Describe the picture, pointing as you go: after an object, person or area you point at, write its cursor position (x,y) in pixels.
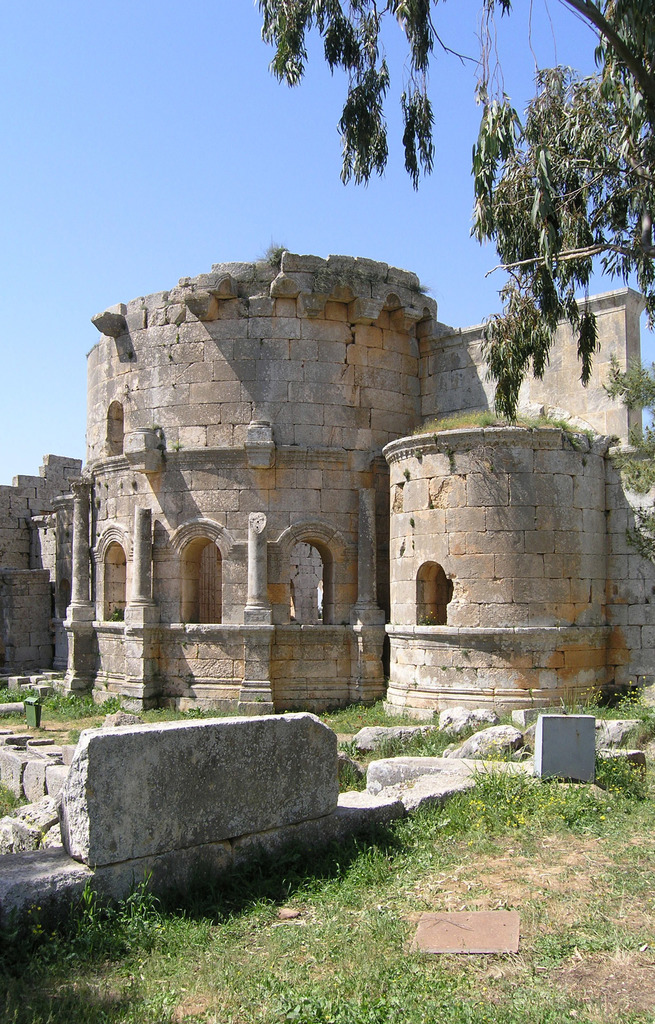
There is grass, stone building (419,486) and a tree (565,107).
